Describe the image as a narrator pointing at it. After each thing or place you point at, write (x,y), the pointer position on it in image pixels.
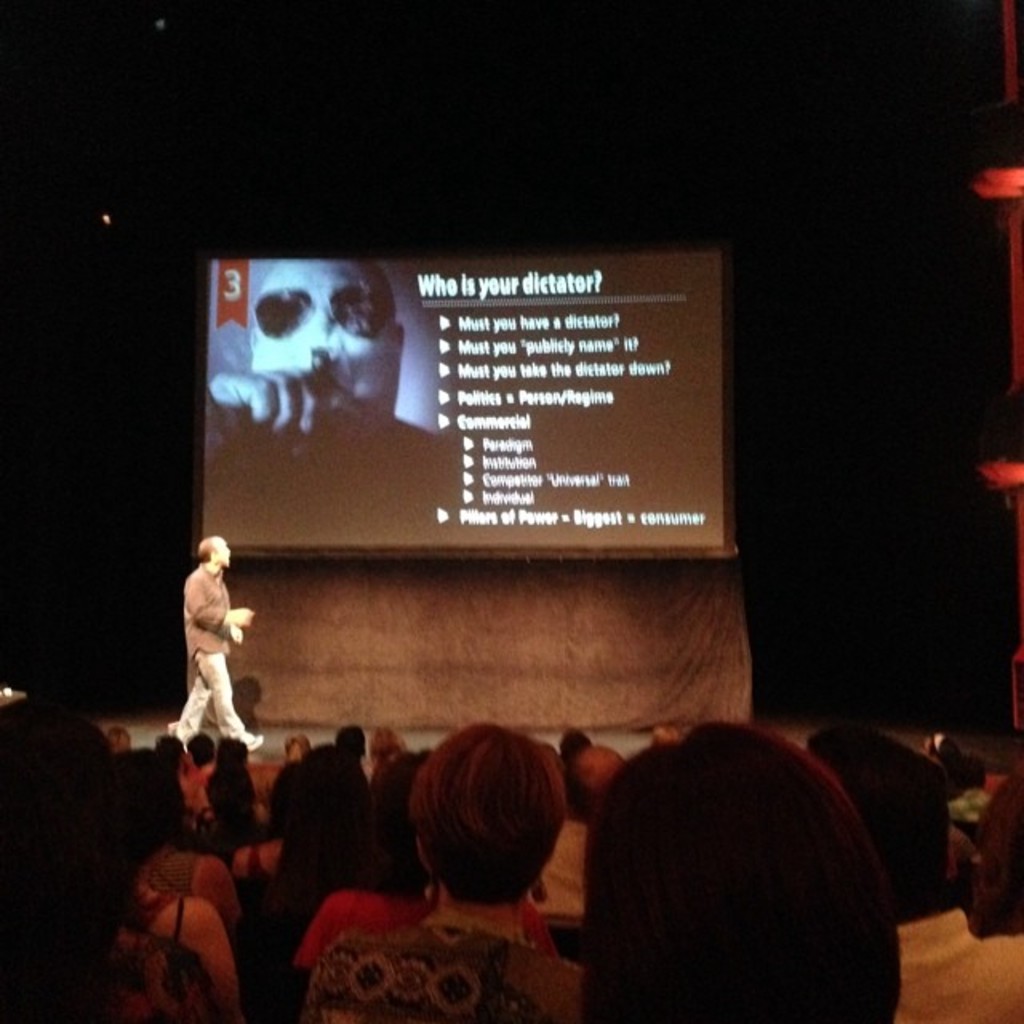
In this image I can see number of people (171,778) where one is standing and rest all are sitting. In the background (290,411) I can see a screen (376,536) and on it I can see something is written. I can also see this image is little bit in dark.
